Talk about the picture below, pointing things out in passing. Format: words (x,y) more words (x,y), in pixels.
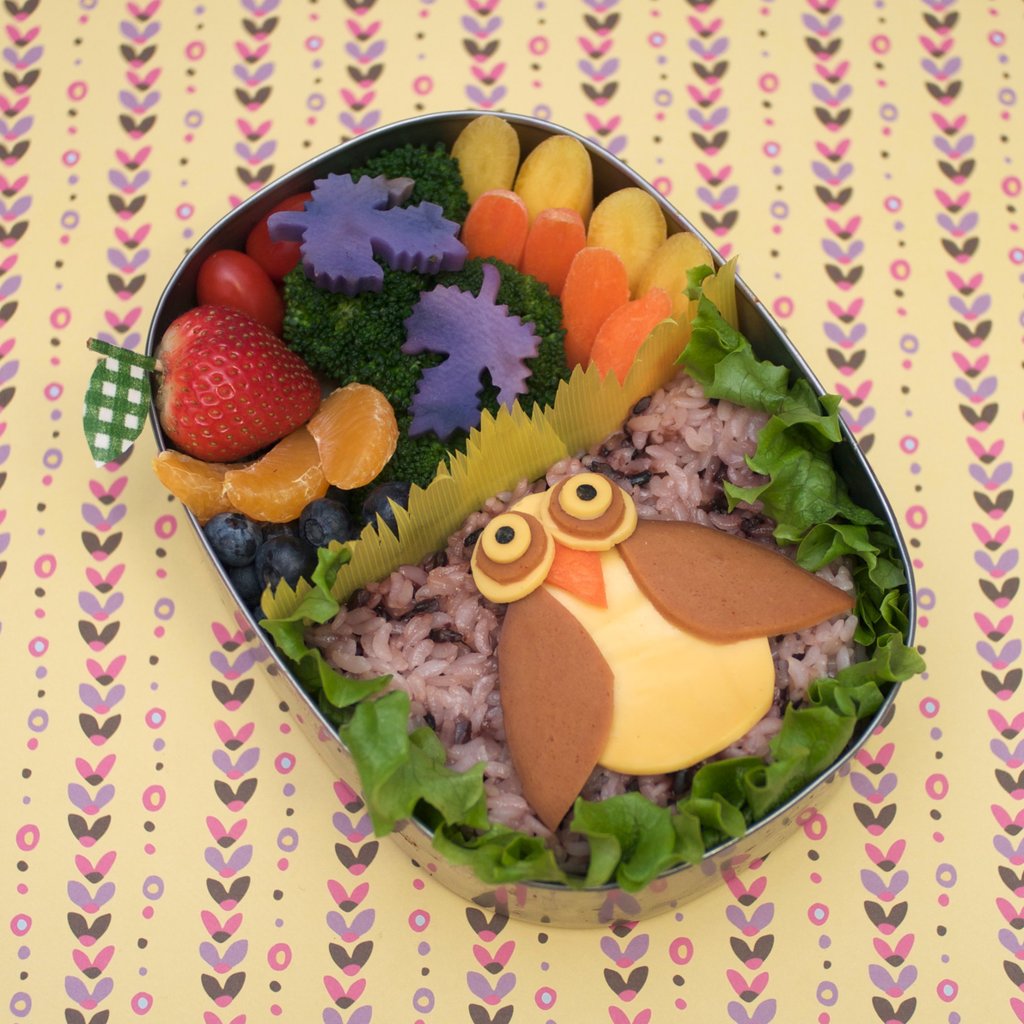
This image consist of food (531,492) in the bowl (813,383) which is on the surface (254,741) which is yellow and pink in colour.
